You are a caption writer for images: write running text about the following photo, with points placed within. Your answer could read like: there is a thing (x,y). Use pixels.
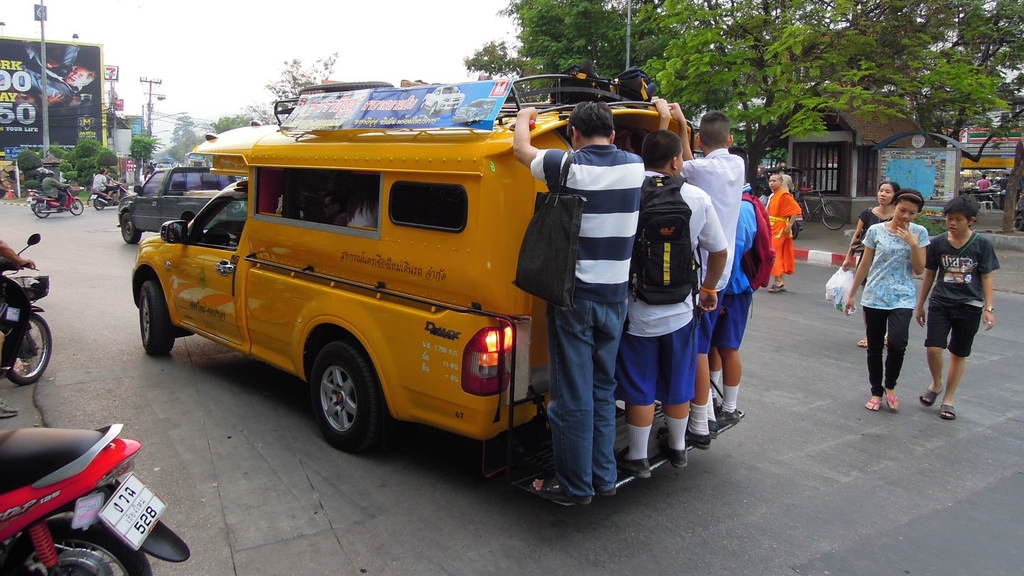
In this picture we can see a road (616,531) some motorcycles (44,210) are been parked beside the road (88,316). some people (705,331) are standing back of the vehicle (453,304) they are carrying back bags (645,259) few are crossing the road (633,570) there are some trees (1010,57), banners (60,121), and poles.
